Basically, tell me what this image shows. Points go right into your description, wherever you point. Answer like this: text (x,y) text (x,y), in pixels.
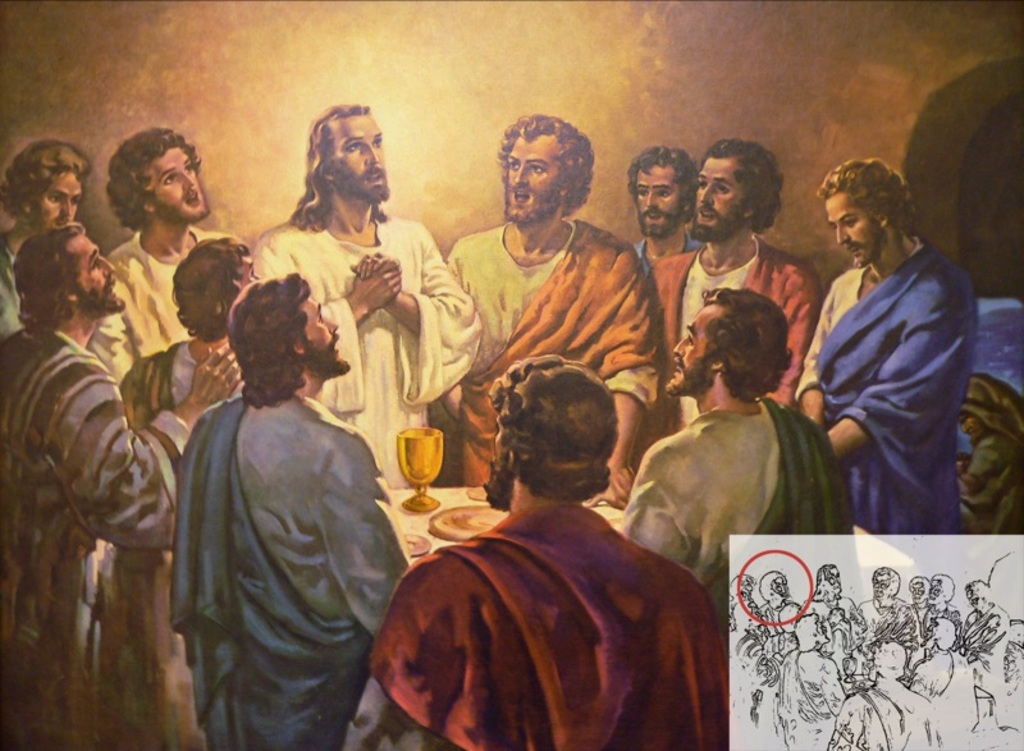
In this image there is a painting (472,348). There are group of men (182,324) standing. In between them there is a table (468,498). On the table (419,532) there are plates (479,510) and a glass (420,499). Behind them there is a wall (643,40). In the bottom right (795,642) there is a black and white picture (897,622).
